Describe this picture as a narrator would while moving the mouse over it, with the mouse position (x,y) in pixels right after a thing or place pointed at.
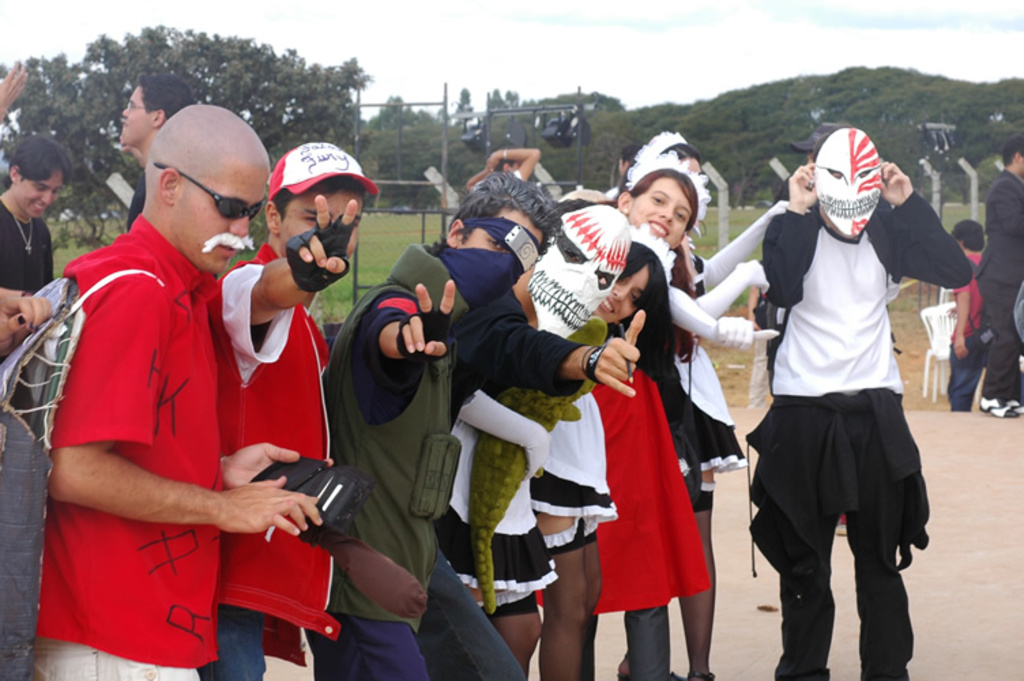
In this image we can see a group of people (482,406). Here we can see three people (587,224) wearing the masks (828,173). Here we can see a man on the left side (222,466) holding the wallet (330,475) in his hands (245,495). Here we can see two people (137,186) on the left side (19,237) and they are smiling. Here we can see the chairs (940,314) on the ground (915,340). Here we can see the metal fence (932,177). In the background (467,102), we can see the trees (891,139).
